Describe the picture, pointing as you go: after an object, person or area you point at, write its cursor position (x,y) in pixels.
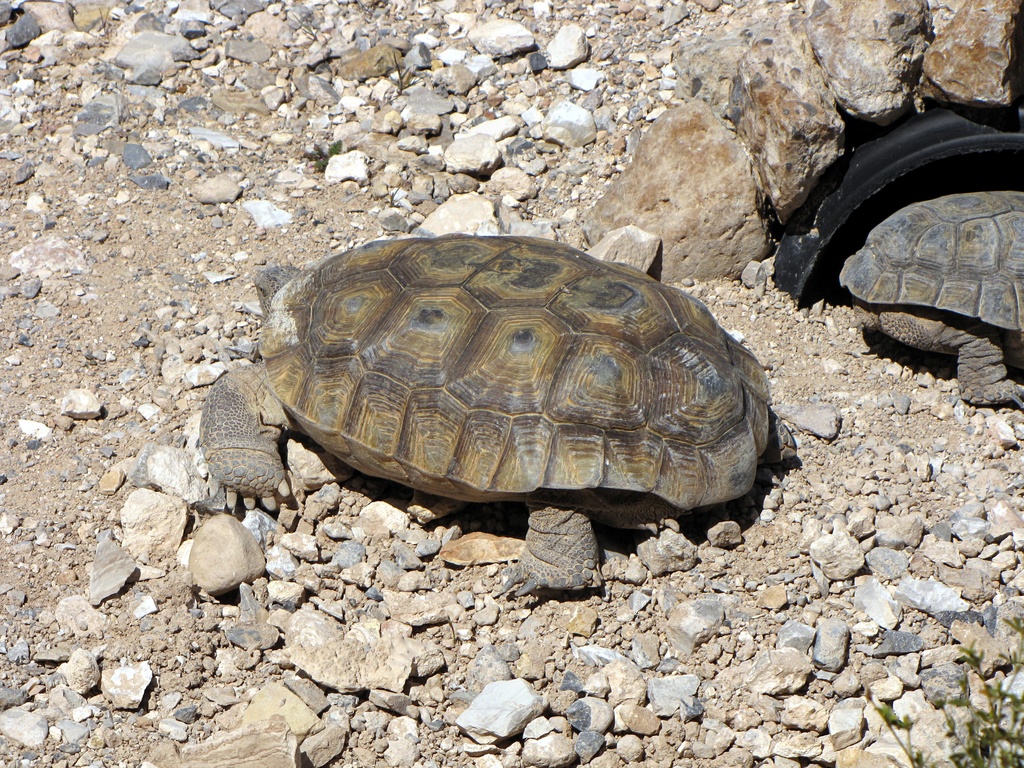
In this image we can see turtles (520,395). At the bottom (309,591) there are stones (418,583).
